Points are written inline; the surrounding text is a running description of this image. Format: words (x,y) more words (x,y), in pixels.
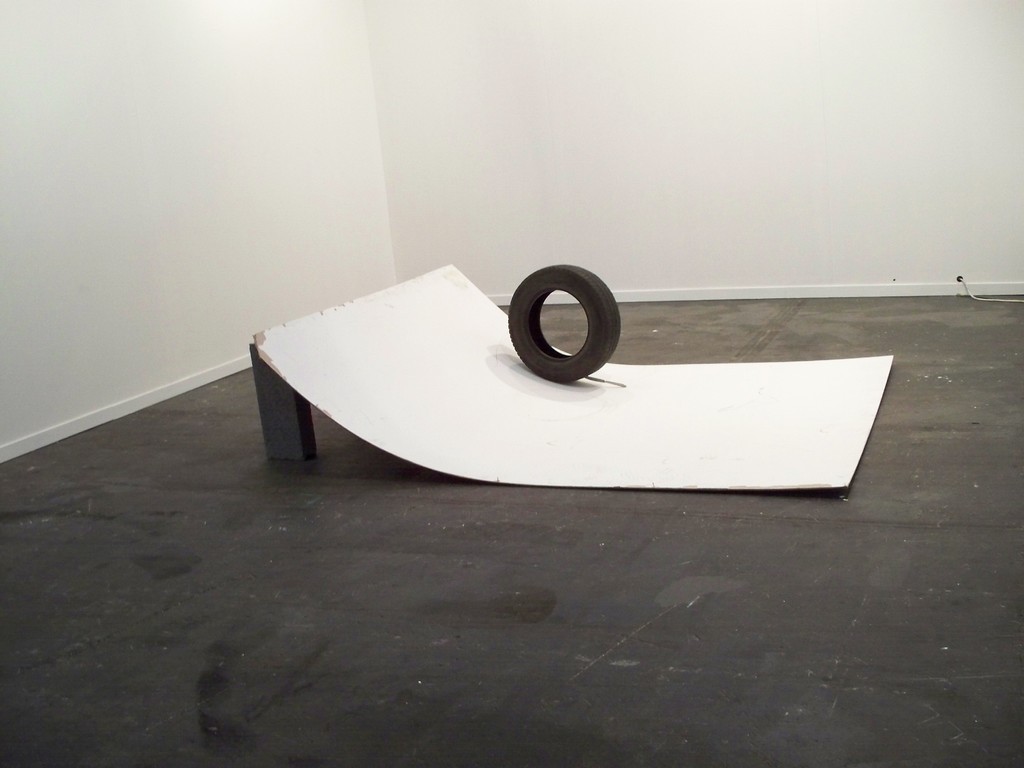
In this image in the center (646,407) there is one board (466,361) on the board (297,370) there is one tire (533,318) and in the background (389,175) there is a wall (221,248), at the bottom (214,614) there is a floor (457,596).
